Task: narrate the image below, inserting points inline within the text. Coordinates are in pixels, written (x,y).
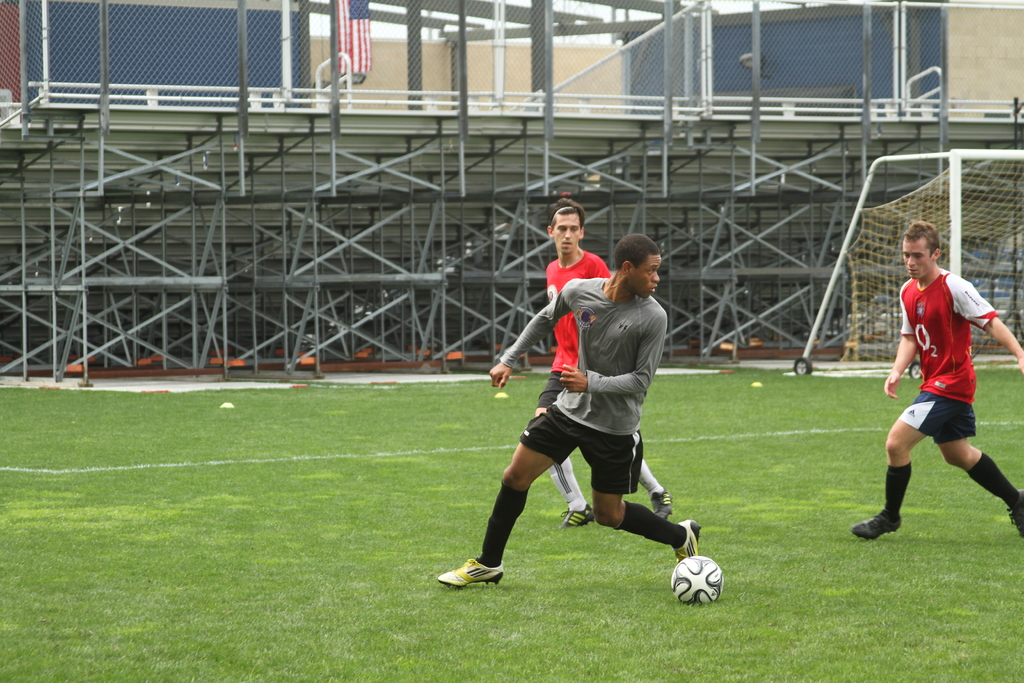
In this image we can see a three persons (892,390) in a ground (667,549) and we can see a ball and the grass (734,581). Behind the persons (910,358) there are group of poles (567,181). At the top (572,70) we can see a fence (519,5) and a flag (350,45). On the right side (1018,284), we can see a goal post (915,158).
